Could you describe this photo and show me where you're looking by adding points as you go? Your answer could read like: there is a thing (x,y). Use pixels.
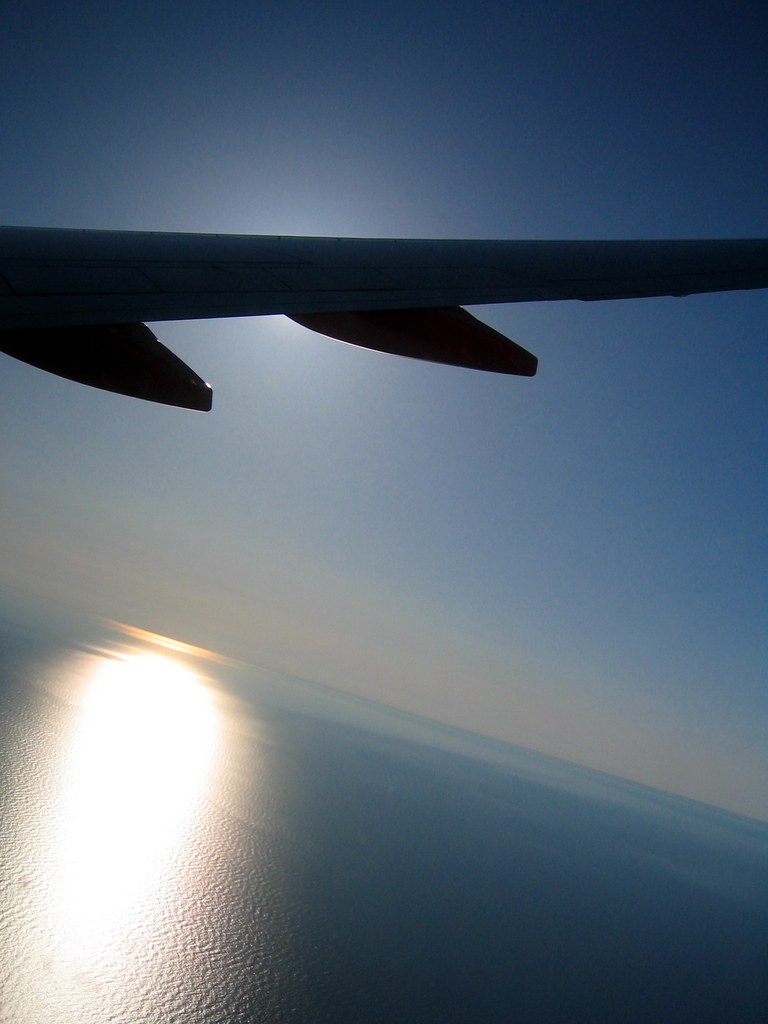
In this picture we can see a plane (323,288) in the air (712,340). In the background (521,346) we can see sky (441,569).
